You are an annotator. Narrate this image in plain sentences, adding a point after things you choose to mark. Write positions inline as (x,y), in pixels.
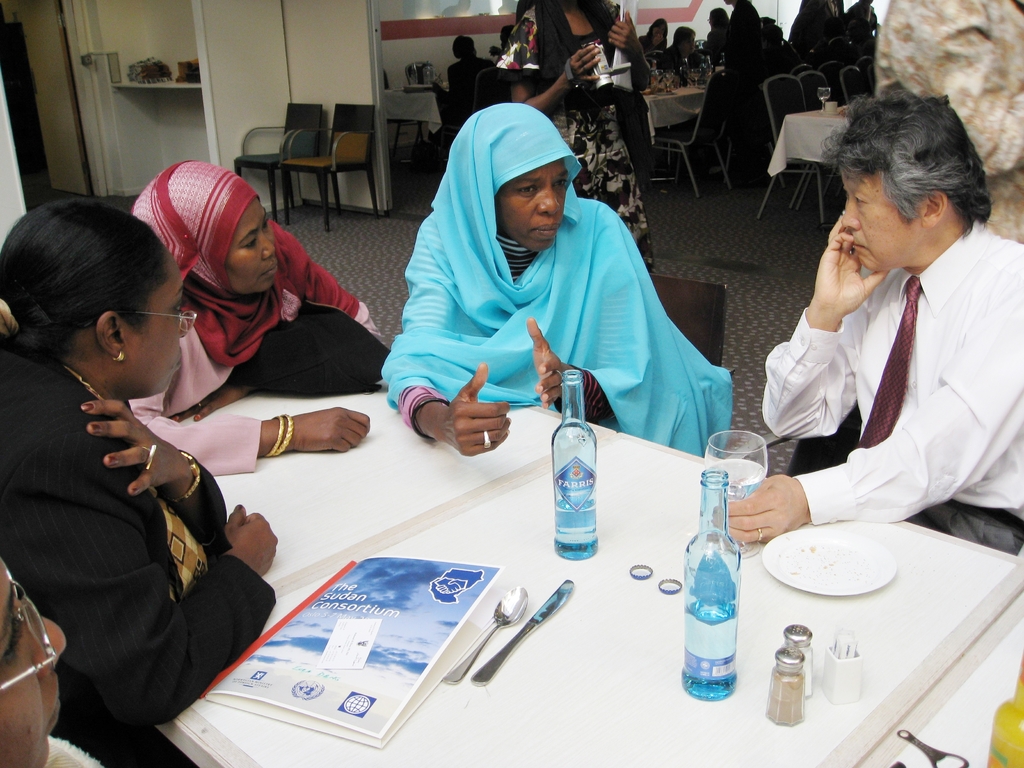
In this image we can see persons (602,359) sitting on the chairs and tables (373,520) are placed in front of them. On the tables (508,517) we can see sprinklers (802,656), books (433,659), cutlery (488,634), beverage bottles (574,535) and bottle openers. In the background (323,65) we can see chairs (348,120), walls (278,80) and floor (390,176).
